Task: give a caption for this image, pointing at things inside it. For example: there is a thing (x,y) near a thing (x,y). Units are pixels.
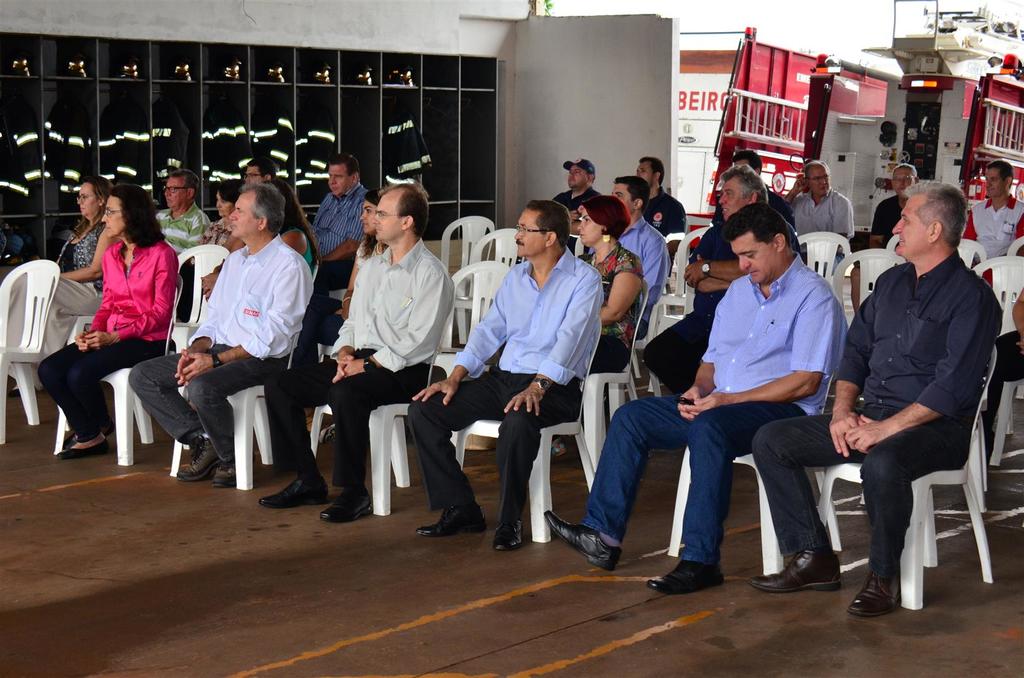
In the foreground of this image (383,276), there are persons (492,339) sitting in the chairs (173,340). On the bottom (275,652), there is the floor (267,647). In the background (285,121), there are coats (169,137) and few objects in the rack (350,110), wall (553,83) and a vehicle (920,128).
